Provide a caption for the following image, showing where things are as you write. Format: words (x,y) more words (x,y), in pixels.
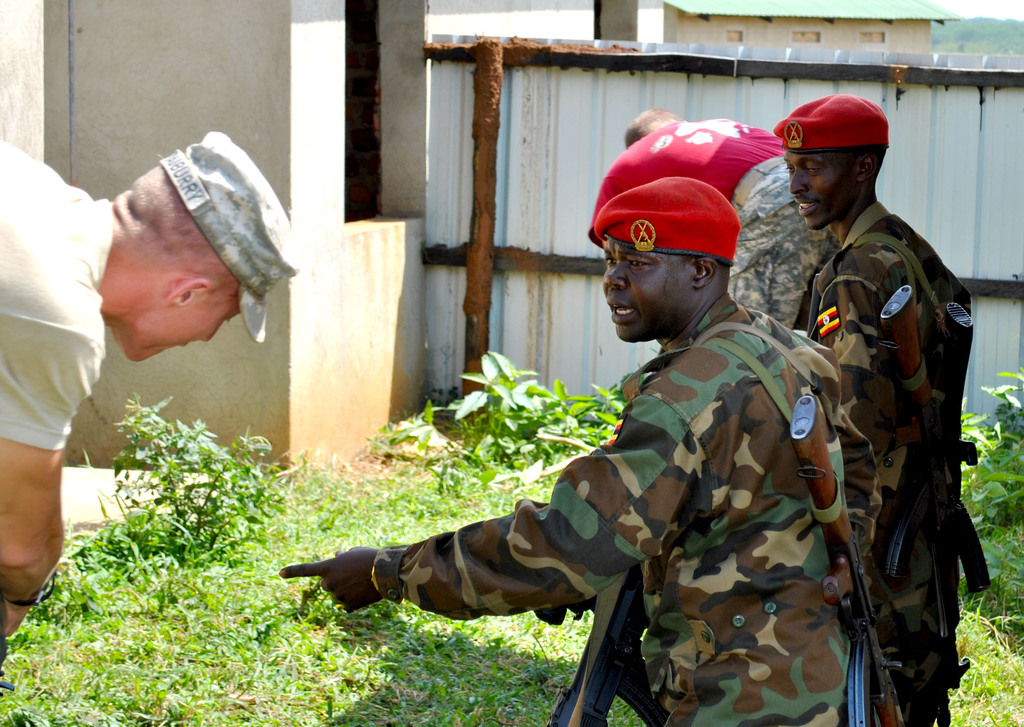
In this image we can see four persons (651,288). Here we can see grass (459,653), plants (517,451), wall (360,238), roof sheet (1010,356), and a shed (888,11).
